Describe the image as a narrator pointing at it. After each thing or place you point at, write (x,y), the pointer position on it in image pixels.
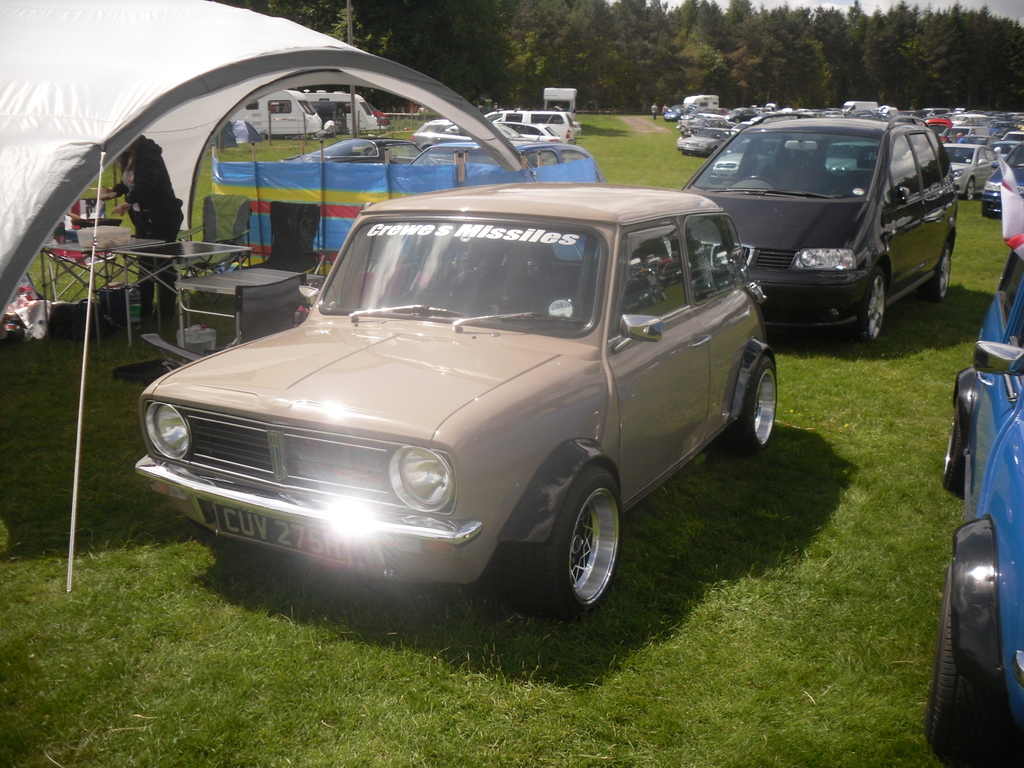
In this image we can see a group of cars (526,545) placed on the ground (411,623). We can also see some grass (592,650), fence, a person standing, a group of trees (907,39), a pole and the sky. On the left side (152,291) we can see a person (164,239) standing beside a table (182,309). We can also see a tent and some chairs (240,337).
